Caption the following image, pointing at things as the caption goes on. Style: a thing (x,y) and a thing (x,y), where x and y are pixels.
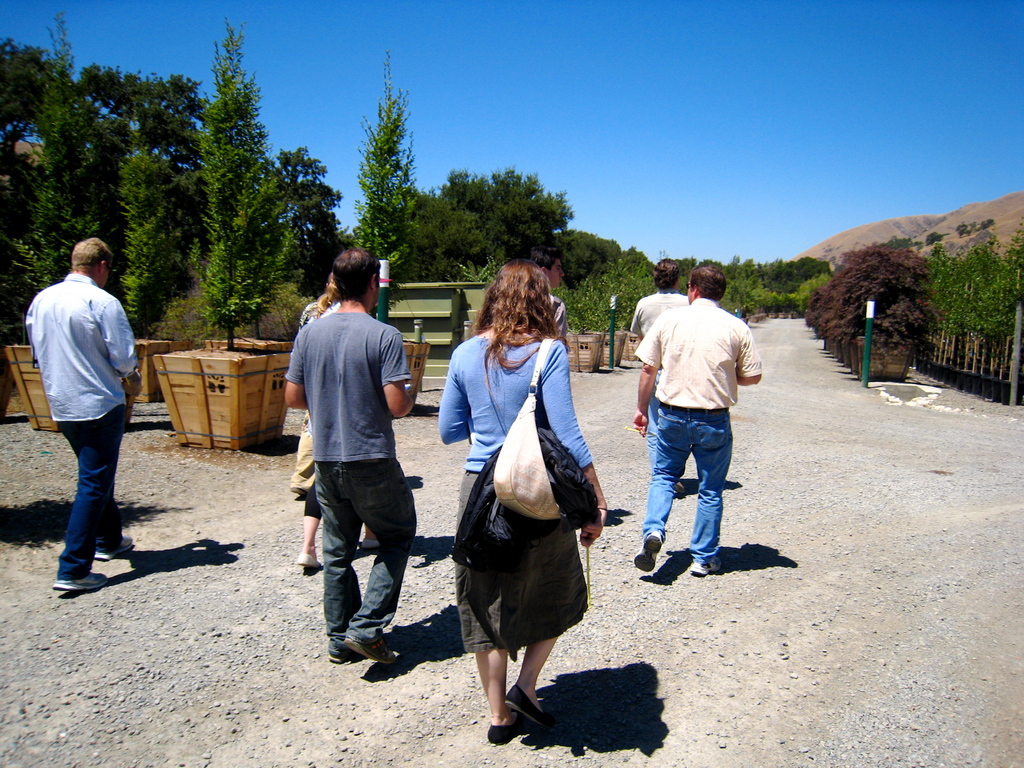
There are persons (488,361) in different color dresses (547,561), walking on the road (318,716). On the left side (180,375), there are pot plants (626,270) arranged on the road (121,473). on the right side (925,370), there are pot plants (907,364) arranged on the road (982,415). In the background (995,220), there are trees (88,130), there is a mountain (1011,218) and there is blue sky (506,91).
